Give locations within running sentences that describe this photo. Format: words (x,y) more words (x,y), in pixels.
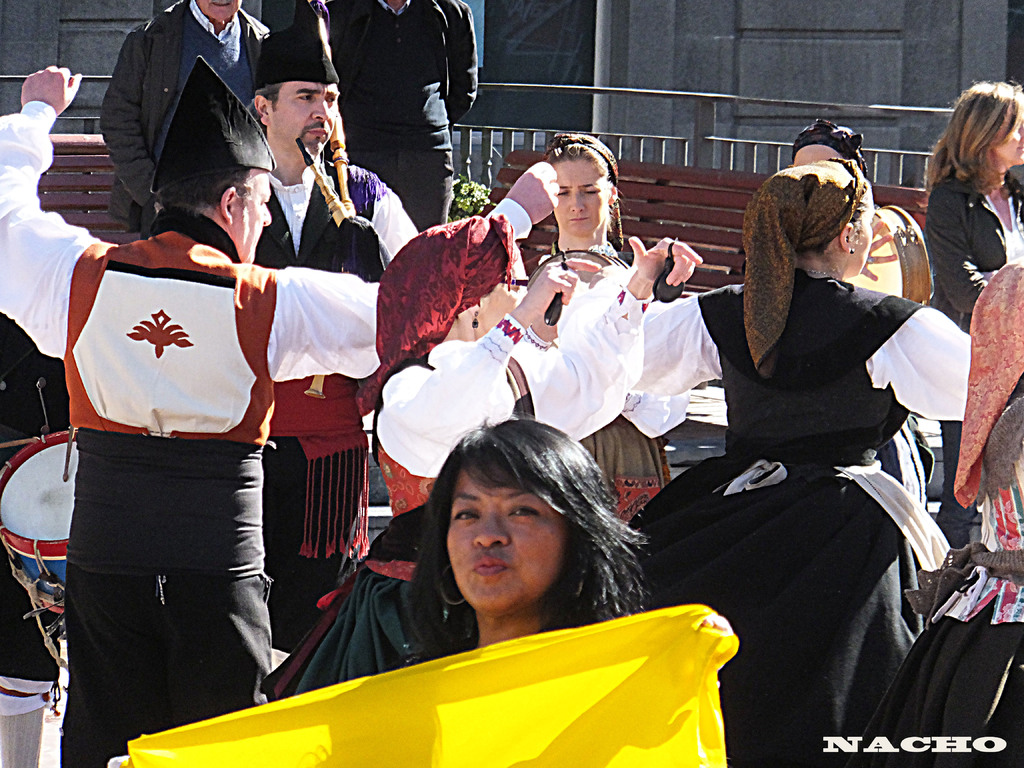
In the center of the image (610,440) there are people (279,516) dancing. In the background of the image (489,86) there is a railing (552,88). There are benches (706,272).
